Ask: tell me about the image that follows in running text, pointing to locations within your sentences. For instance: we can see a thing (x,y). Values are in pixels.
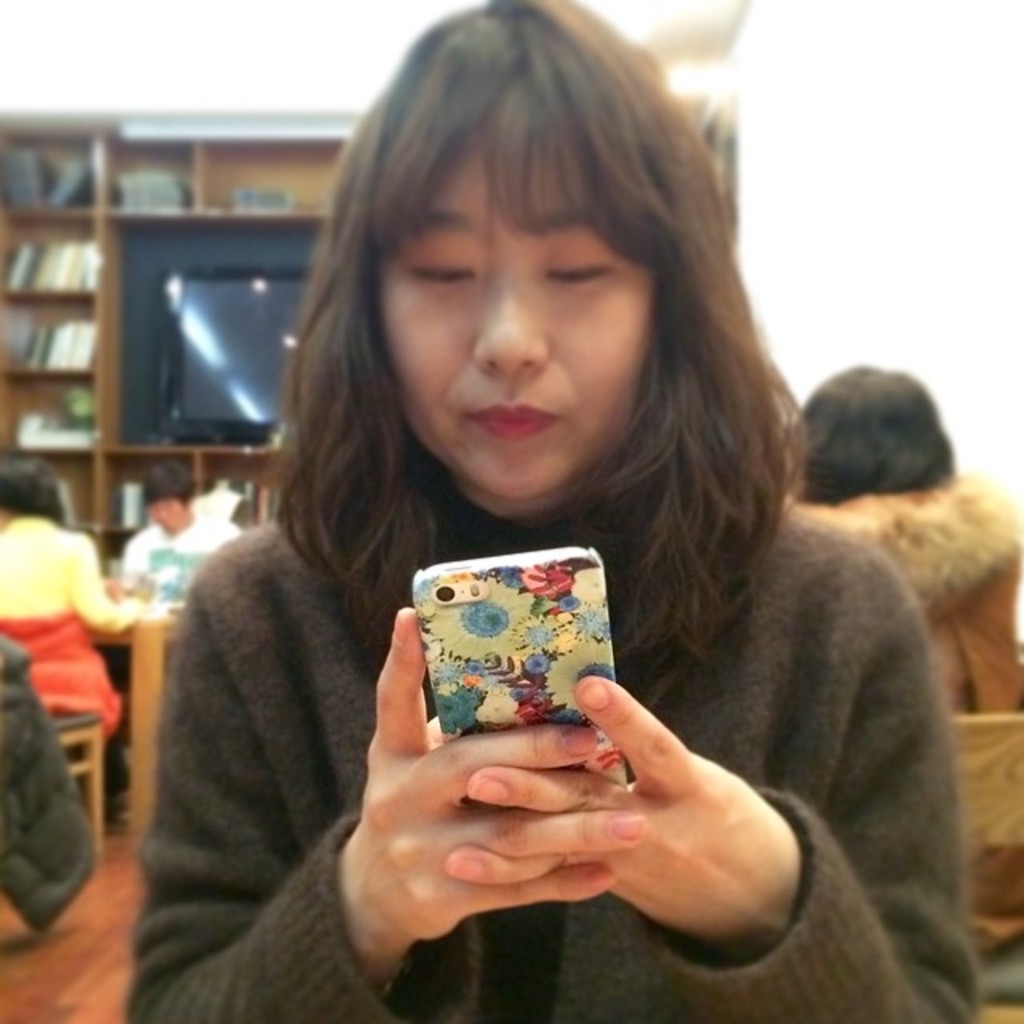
This picture is inside view of a room (624,526). In the center of the image (536,529) a lady (409,645) is holding a mobile (484,705) in her hands (405,726). In the background of the image (7,613) we can see some persons (99,702) are sitting on a chair (73,764), in-front of them a table (154,636) is there. On the table (139,636) some objects (151,577) are present. At the top of the image (236,294) we can see some books (61,289), screen (202,363) are present in a shelves (74,297). On the right side of the image (813,223) a wall (807,241) is there. At the bottom of the image (77,952) floor (88,950) is present.
